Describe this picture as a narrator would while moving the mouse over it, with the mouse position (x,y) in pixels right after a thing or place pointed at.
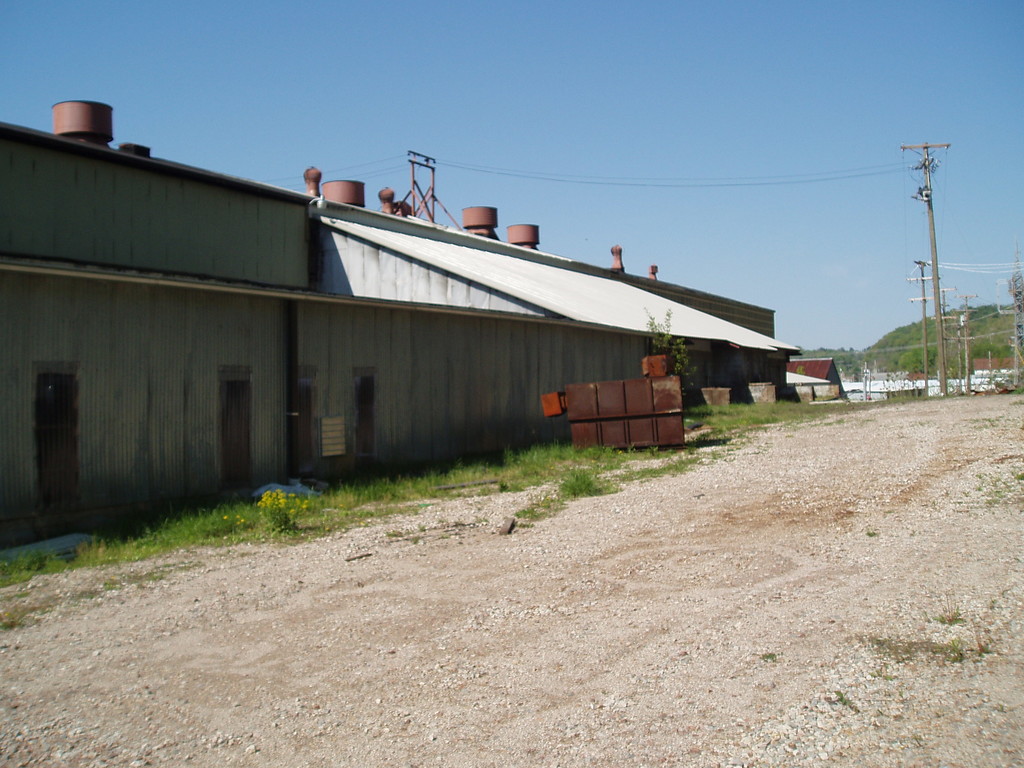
In this picture we can see the ground (750,652), plants (915,370), buildings (646,345), poles (958,330), wires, mountain (901,353), some objects (856,387) and in the background (817,346) we can see the sky (297,79).
